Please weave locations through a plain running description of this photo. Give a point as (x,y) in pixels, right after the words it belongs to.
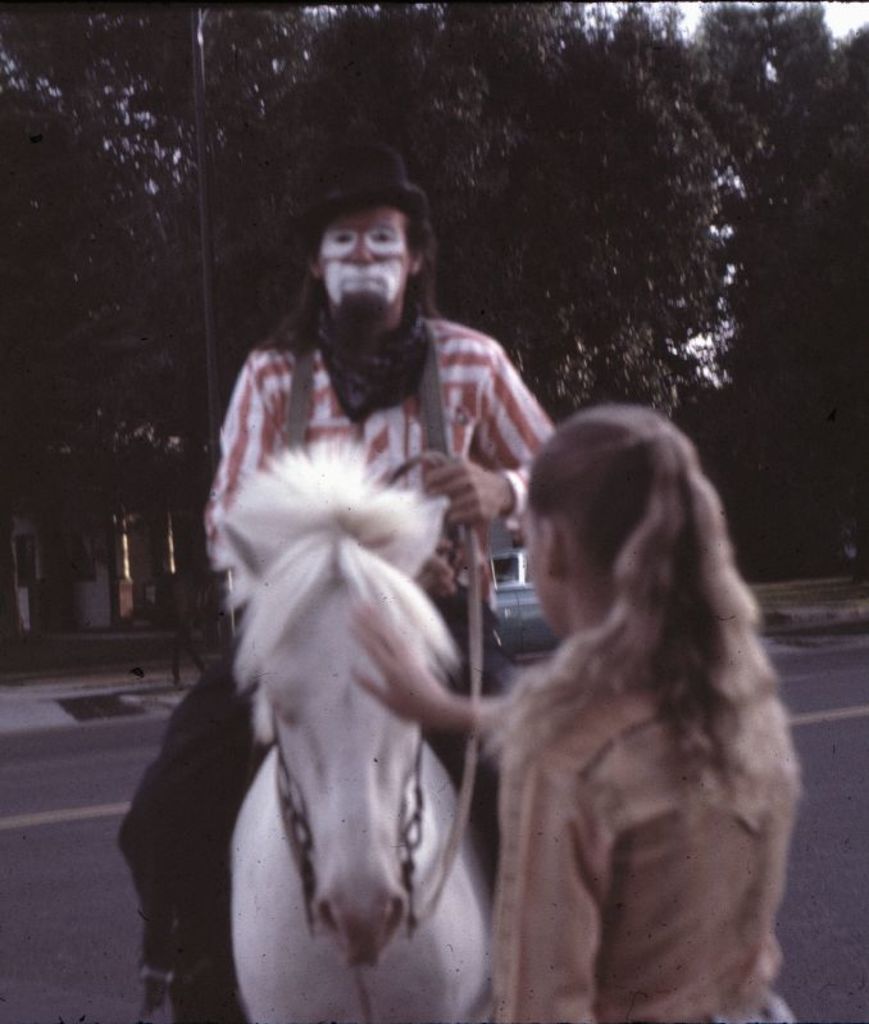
In this picture i could see a person (357,417) dressed like a clown (380,291) is riding a white colored horse (349,778) and the other woman (537,799) standing in front of the horse (371,865). In the background (652,163) i could see trees (215,150) and houses (110,577) and there is a car (509,600) parked in the background (523,618).
